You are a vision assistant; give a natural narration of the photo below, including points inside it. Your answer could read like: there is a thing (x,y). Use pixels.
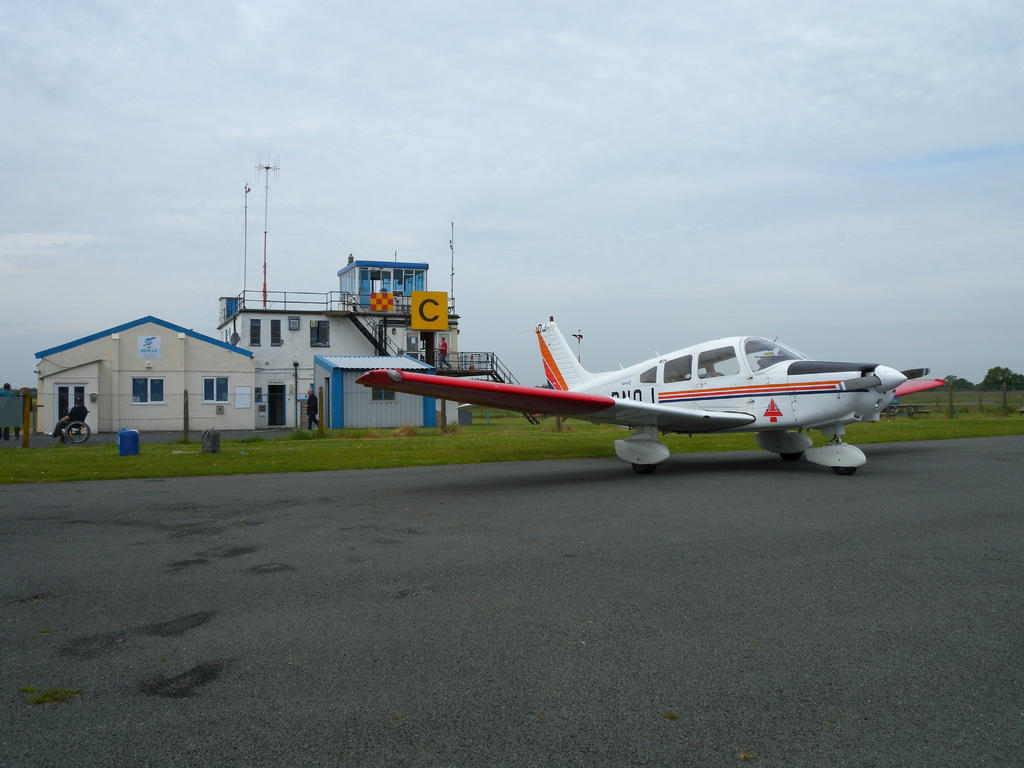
In the center of the image (631,382) there is an aeroplane (674,426) on the runway (642,610). In the background (38,296) we can see grass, fencing (187,418), persons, shed (382,408), building (134,371), trees (996,378), sky (810,190) and clouds (532,129).
